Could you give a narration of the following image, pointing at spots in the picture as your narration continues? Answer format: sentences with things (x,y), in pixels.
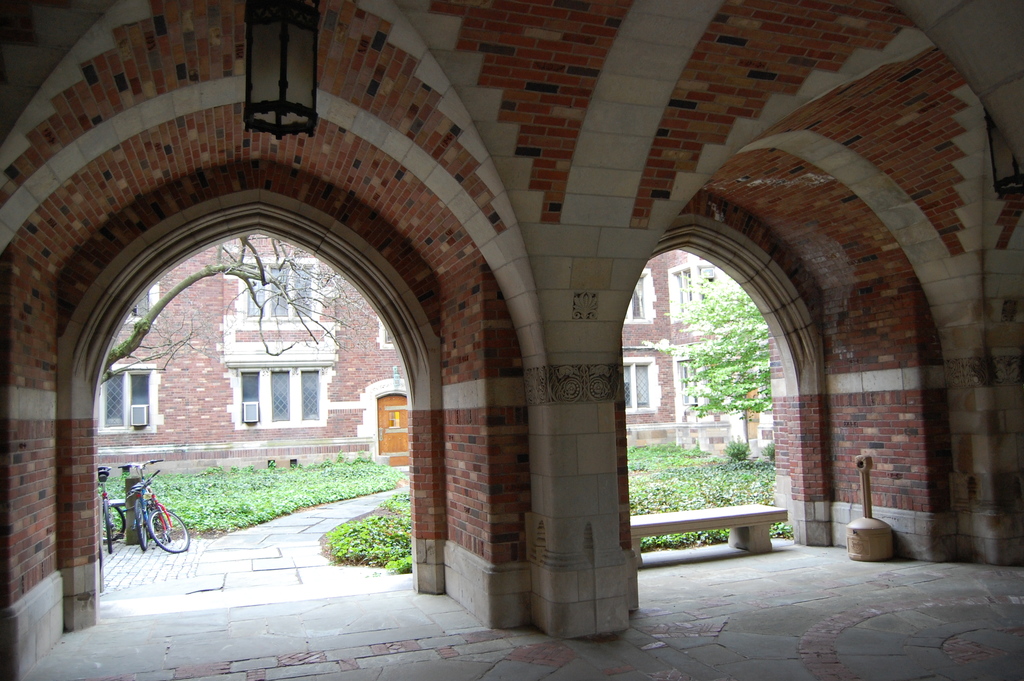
In this image we can see there is a building (846,509) and there are boxes (139,409) attached to it. And there is a light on the top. There is a bench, trees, plants (324,492), ground (127,547) and an object (874,541).
